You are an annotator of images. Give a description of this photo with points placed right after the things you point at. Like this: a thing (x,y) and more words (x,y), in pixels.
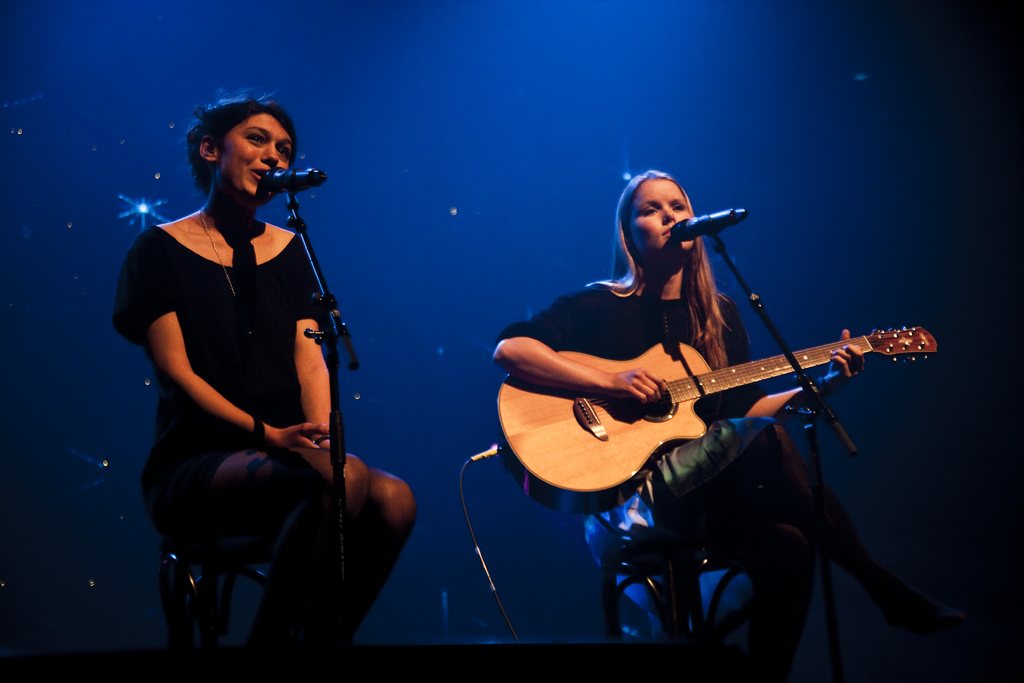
In this image there is a woman (193,258) sitting in a chair (251,560) and singing a song in the microphone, another woman (761,577) sitting in chair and playing a guitar (552,392), and there is a dark background.
